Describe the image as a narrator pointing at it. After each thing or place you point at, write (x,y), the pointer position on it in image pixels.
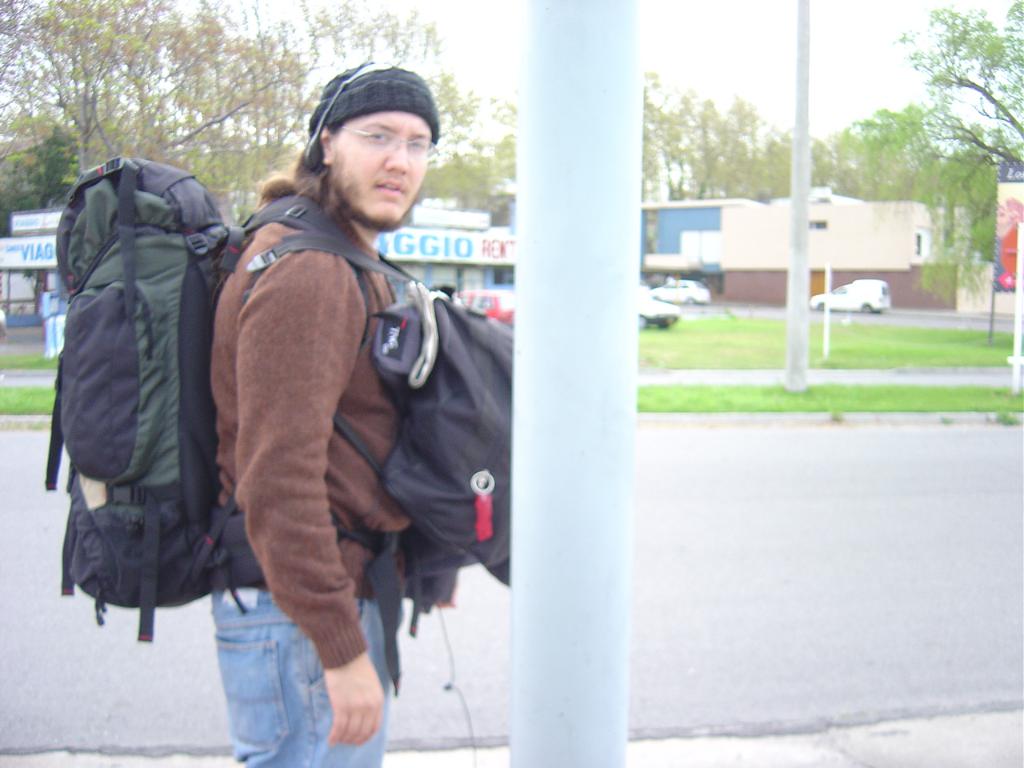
A person (285,290) is carrying bags (425,430) on him in his front and back, standing at the pole (541,560). In the background (236,84) there are trees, sky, pole (802,285), vehicles (693,291), hoarding (462,240) and buildings (734,215).
